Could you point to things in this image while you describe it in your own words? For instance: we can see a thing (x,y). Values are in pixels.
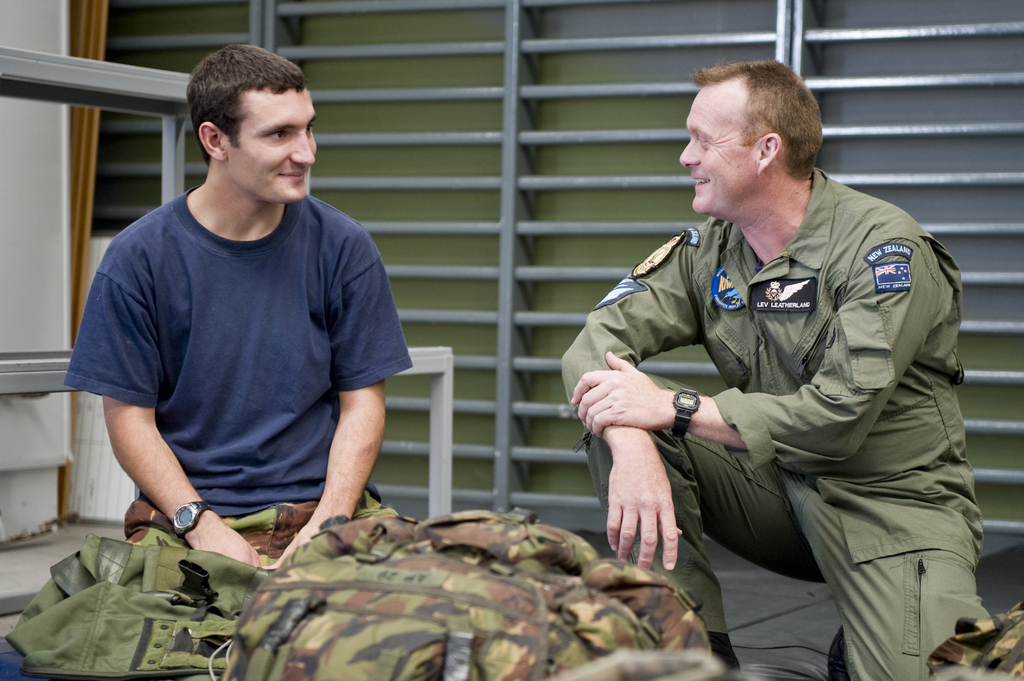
In this image there are two persons (577,399) sitting and smiling at each other, in front of them there is a camouflage bag (452,581), behind them there is a metal structure (422,96).
